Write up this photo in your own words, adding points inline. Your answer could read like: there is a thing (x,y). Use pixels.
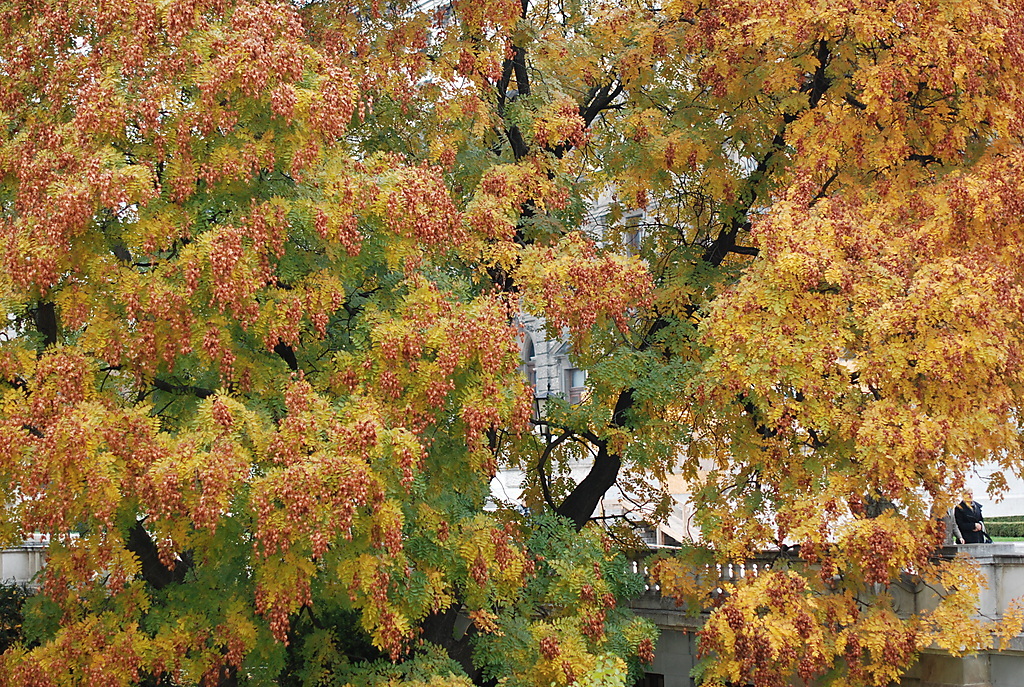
In this picture we can see a few trees (582,553). Behind these trees (618,541), we can see a person (966,527) near a railing (756,560).
